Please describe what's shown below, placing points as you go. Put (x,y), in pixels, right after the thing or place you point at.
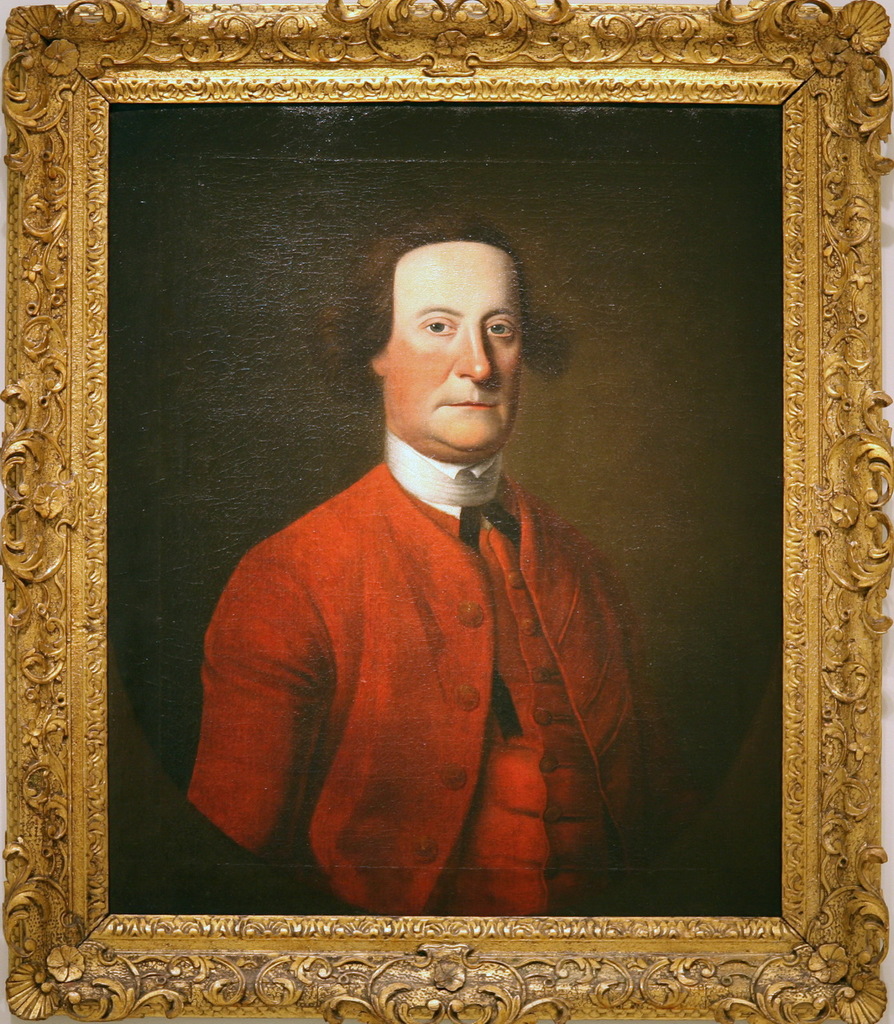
In this image I can see a frame (71,92) which consists of a photograph (137,647) of a man (435,438). This man (473,626) is wearing a red color dress (332,699) and looking at the picture. The background (677,652) is dark.
